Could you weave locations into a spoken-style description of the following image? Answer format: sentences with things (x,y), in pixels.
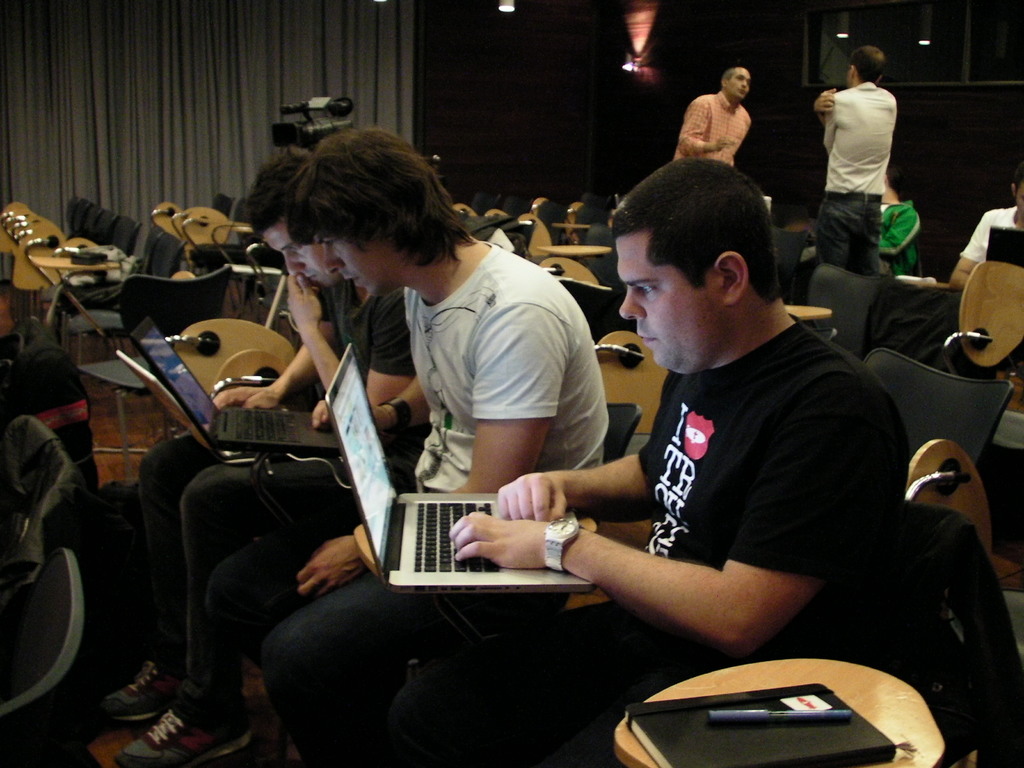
In the foreground of the picture (502,297) there are people (553,427), laptops (170,386), book (774,705), pen (758,711) and backpacks (89,420). In this picture there are chairs (135,271), people (310,159) and a camera (304,118). In the background (625,43) there are lights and wall (753,49).
